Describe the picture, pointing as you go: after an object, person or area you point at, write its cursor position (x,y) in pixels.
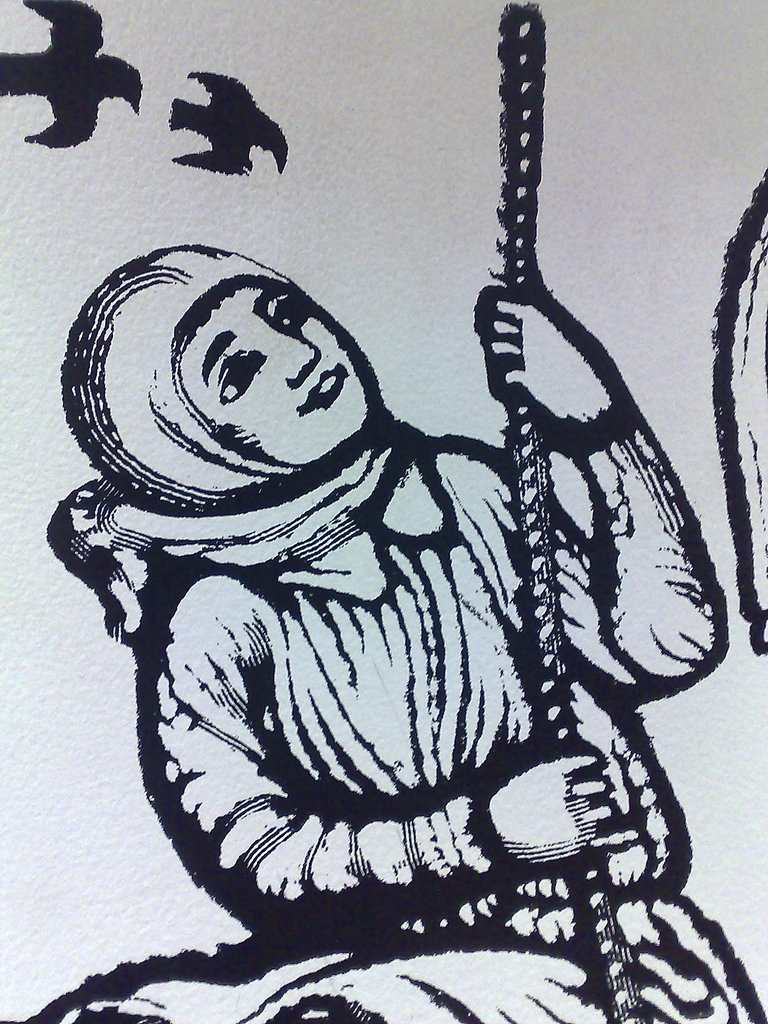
In the center of this picture (307,455) we can see the sketch (283,433) of a person (333,712) holding an object (543,463). On the right corner (759,215) we can see the sketch (739,336) of an object (735,369). On the top (81,125) we can see the sketches (81,138) of birds (246,112) flying in the air (332,168).
